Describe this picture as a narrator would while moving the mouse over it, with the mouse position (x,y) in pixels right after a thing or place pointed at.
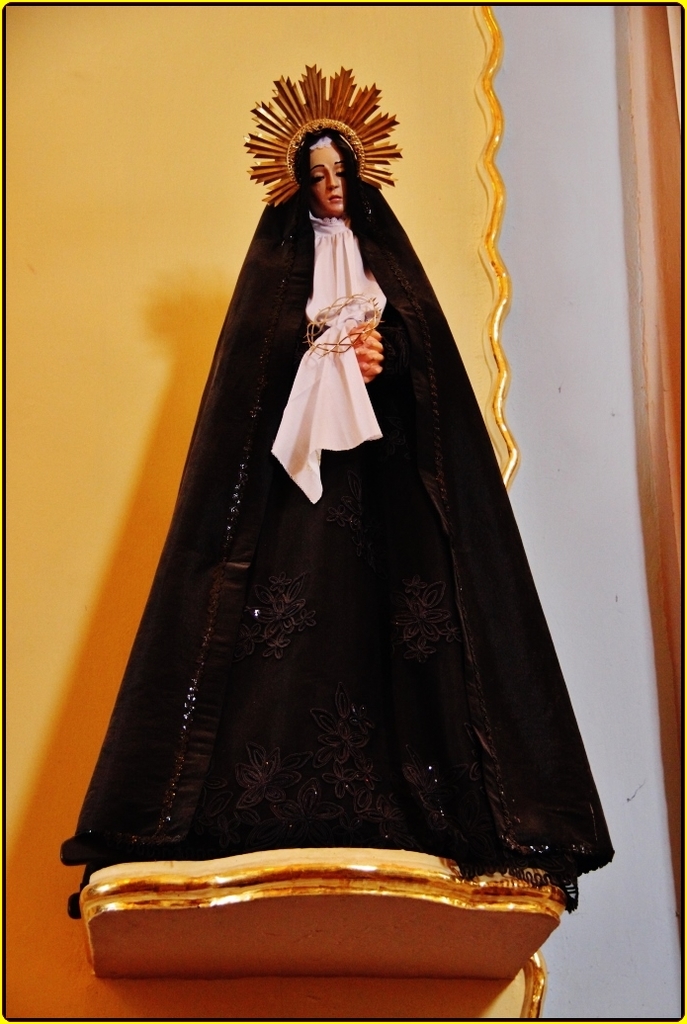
In this image we can see sculpture (374,423) of a human being (332,494) which has black color dress (348,538) and brown color crown (362,122).
